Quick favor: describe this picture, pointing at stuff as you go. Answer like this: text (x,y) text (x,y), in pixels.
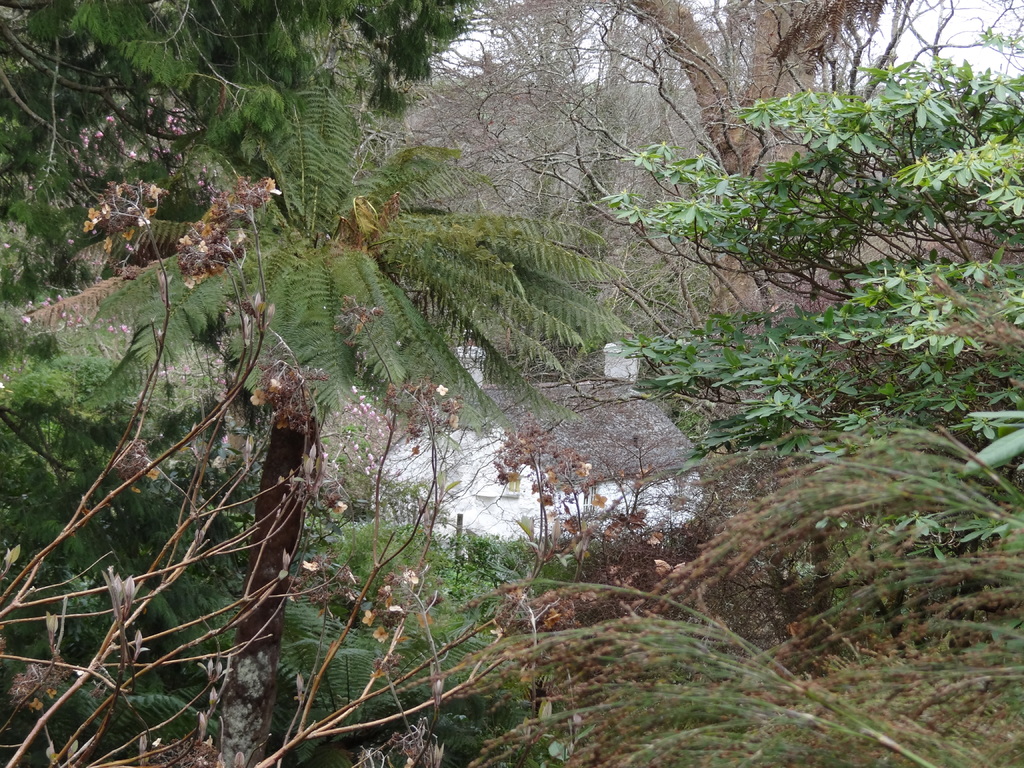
We can see trees (658,88) and house (645,384). In the background (947,33) we can see sky (972,35).
